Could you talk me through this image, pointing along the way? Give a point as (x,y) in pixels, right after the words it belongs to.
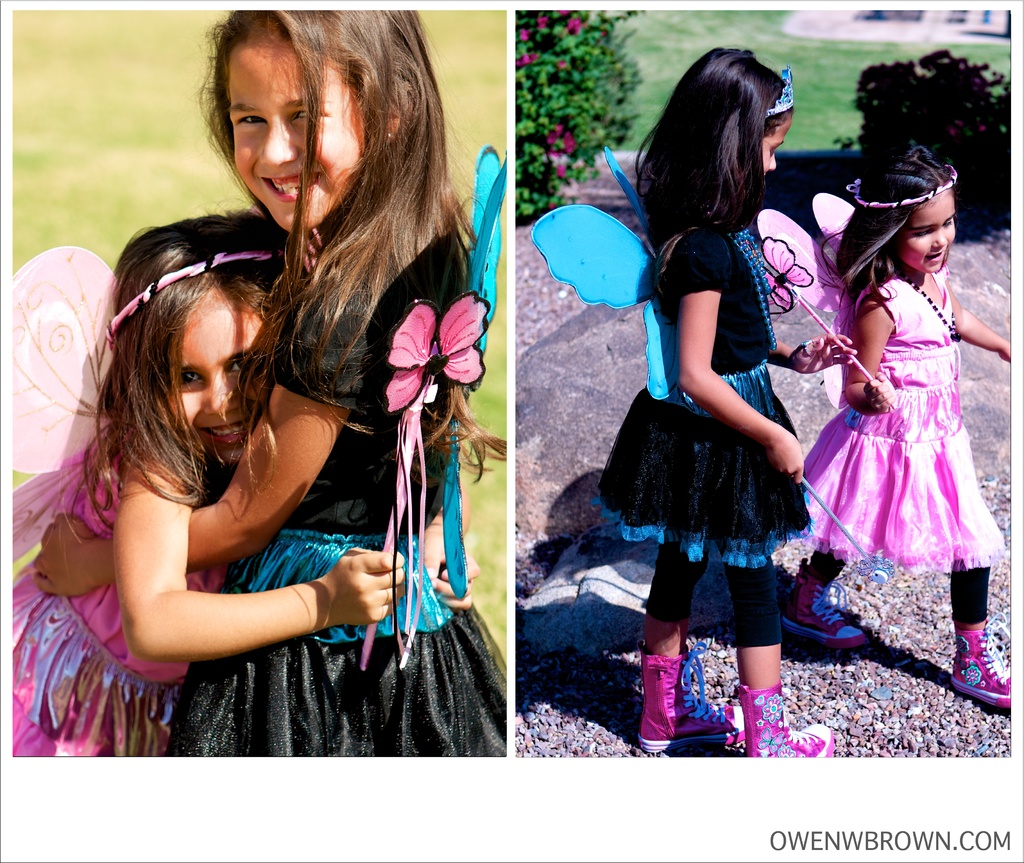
As we can see in the image there is grass (195,114), plants (575,90) and two people (333,199) standing.
